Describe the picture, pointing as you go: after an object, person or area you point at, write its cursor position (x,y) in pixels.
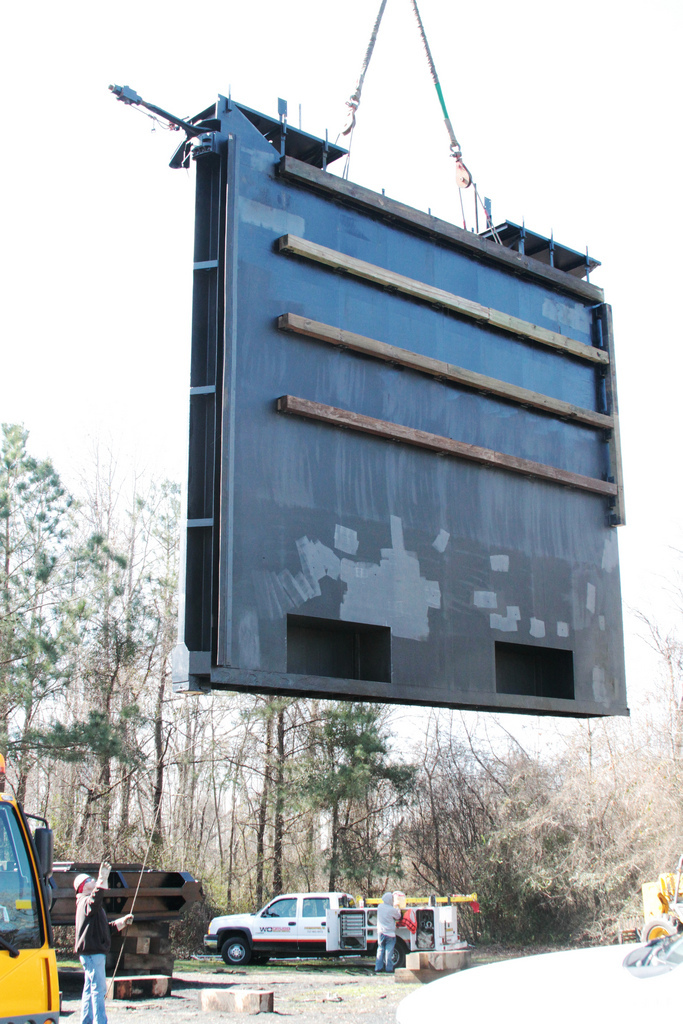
In this image we can see a few people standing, vehicles (448,898), we can see the trees (254,864) and dried trees (615,829), in the middle (231,540) we can see an object (360,492), at the top (172,232) we can see the sky (148,231).
